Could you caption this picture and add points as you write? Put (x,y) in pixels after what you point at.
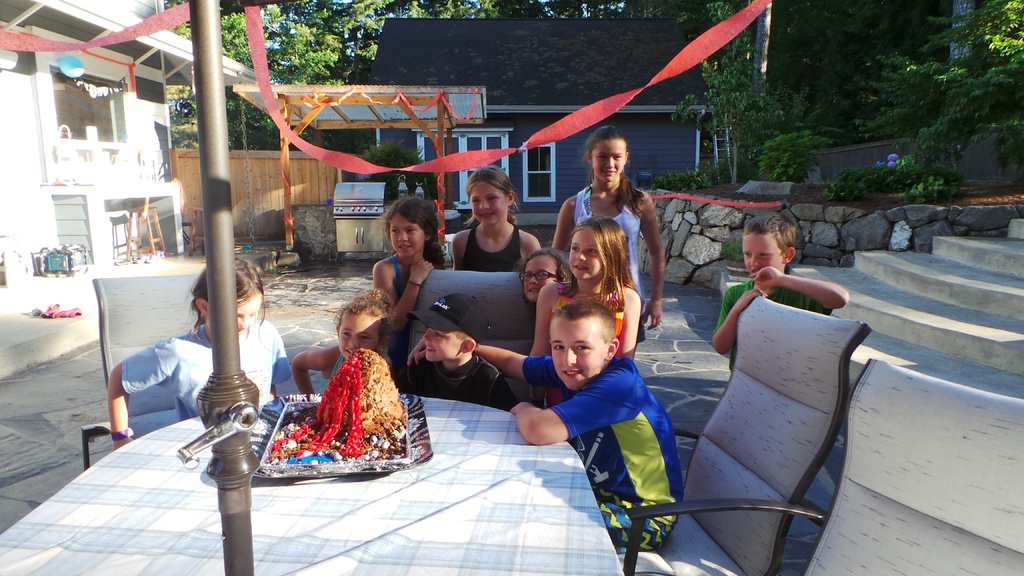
In this picture we can see children (554,367) and few of them are sitting on the chairs (683,541). There is a table (397,515). On the table (433,515) we can see a tray (329,471) and an object (332,413). Here we can see a pole (239,480), ribbons (688,196), houses (545,110), stool (137,222), plants (688,179), steps (971,352), and objects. In the background (857,6) we can see trees (973,113).
